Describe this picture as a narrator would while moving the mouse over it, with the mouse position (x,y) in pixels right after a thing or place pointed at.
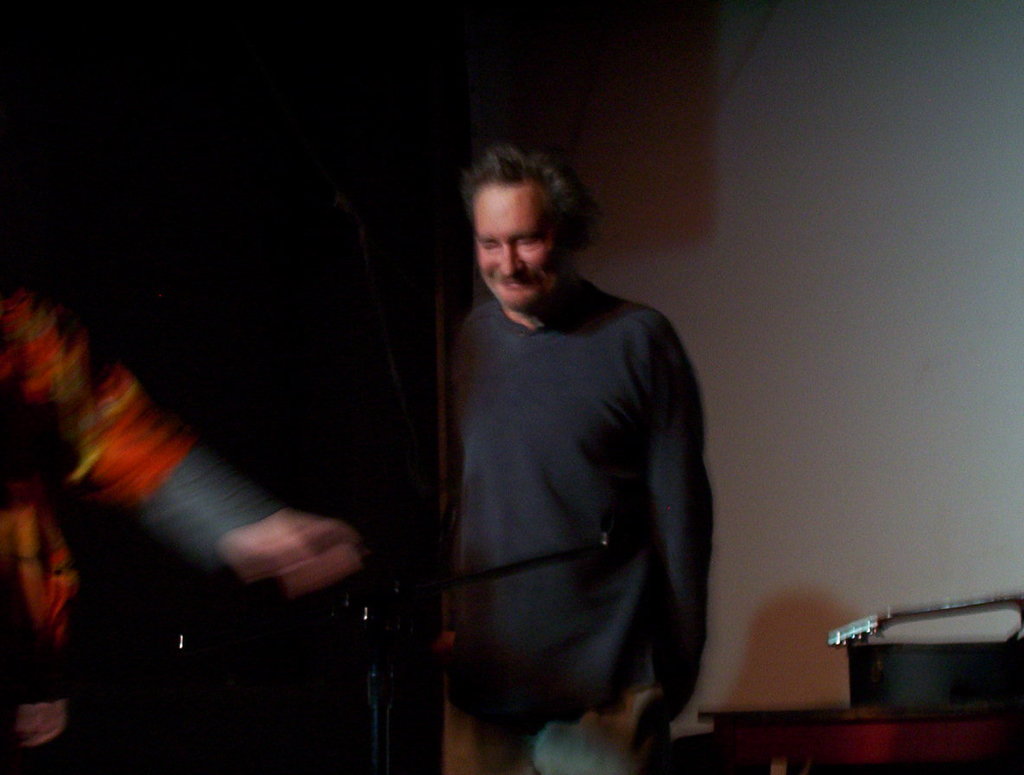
In this picture we can see a stand (379,722), a person (35,536) and a man (532,406) standing and smiling and at the back of him we can see the wall (869,532), some objects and in the background (311,201) it is dark.
